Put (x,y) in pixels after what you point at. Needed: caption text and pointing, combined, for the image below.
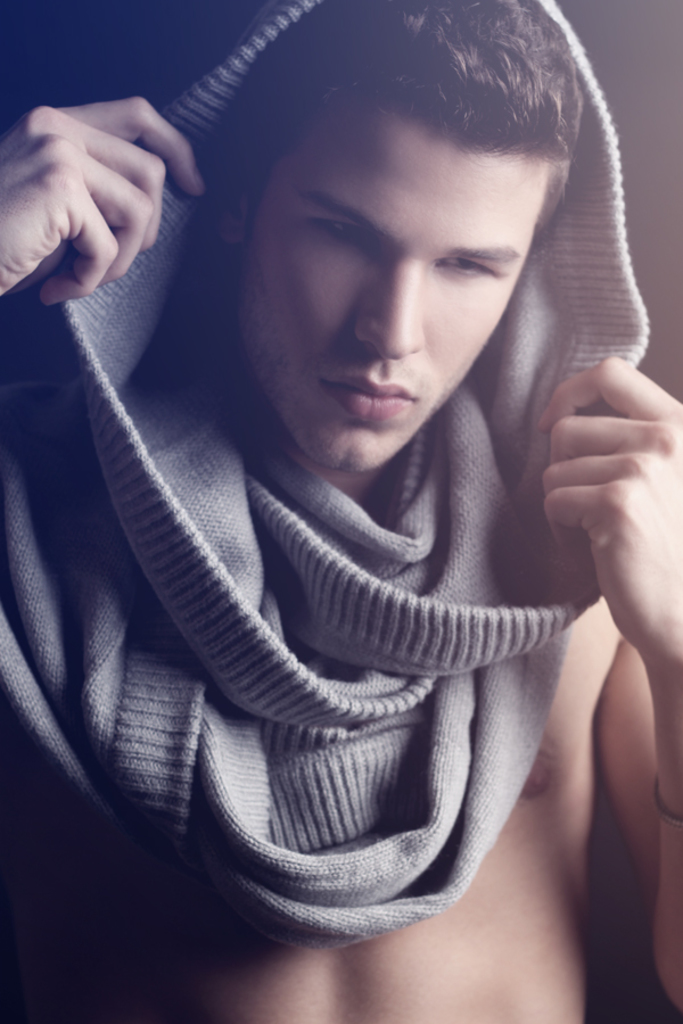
In the foreground of this image (342,719), there is a man (568,857) and having a stole (476,580) over his head (517,56) and he is holding it and the black background (93,4).
